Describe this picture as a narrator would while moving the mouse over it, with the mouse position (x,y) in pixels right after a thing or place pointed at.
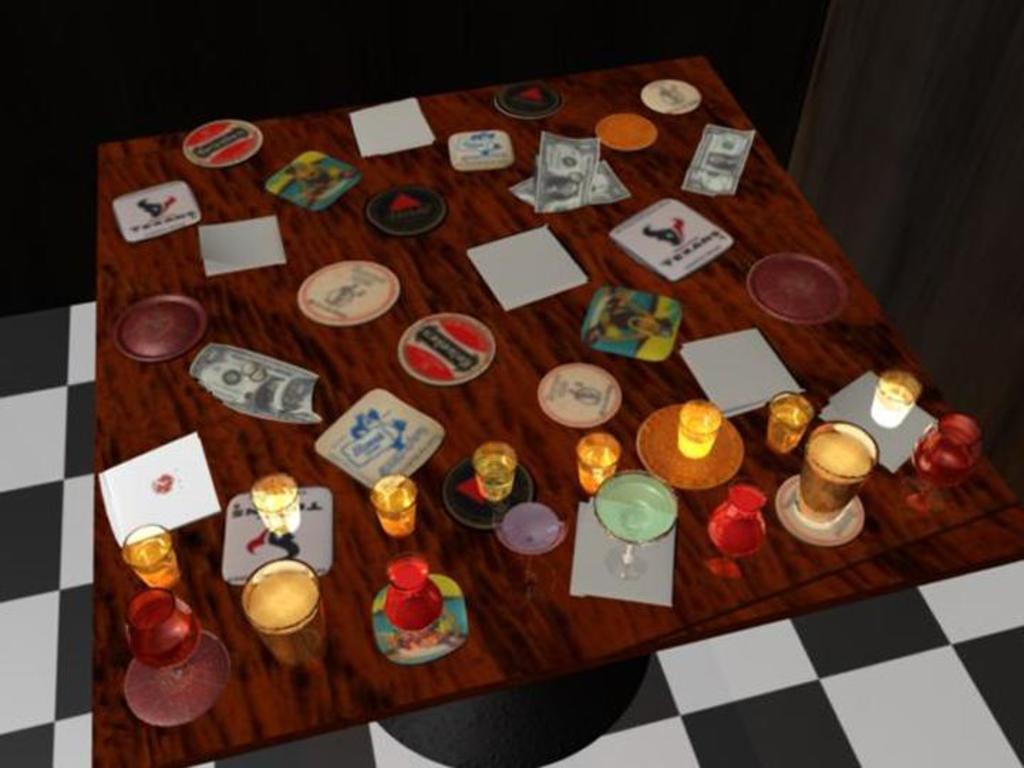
In the center of the image (616,425) there is a table (125,740) on which there are glasses (637,516) and other objects (632,229). At the bottom of the image (739,643) there is floor (73,738).
